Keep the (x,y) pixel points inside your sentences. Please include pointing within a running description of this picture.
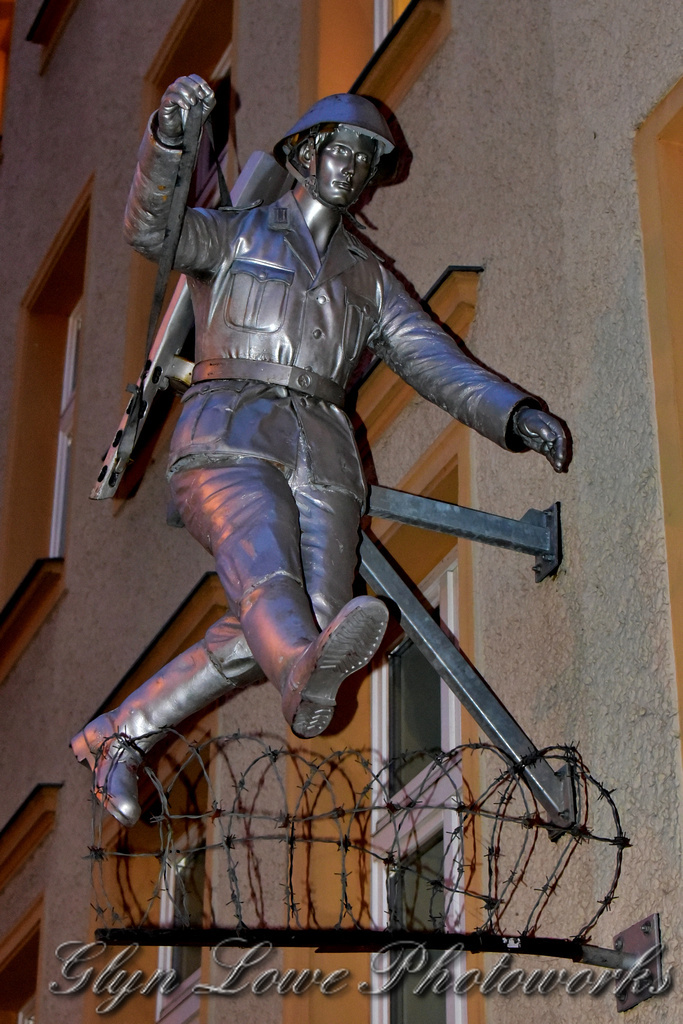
In this image, I can see a building (188,732) with the windows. There is a statue (291,433) of a person (351,487) with a weapon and a fence (402,937), which are attached to a building wall (472,607). At the bottom of the image (392,952), this is a watermark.
